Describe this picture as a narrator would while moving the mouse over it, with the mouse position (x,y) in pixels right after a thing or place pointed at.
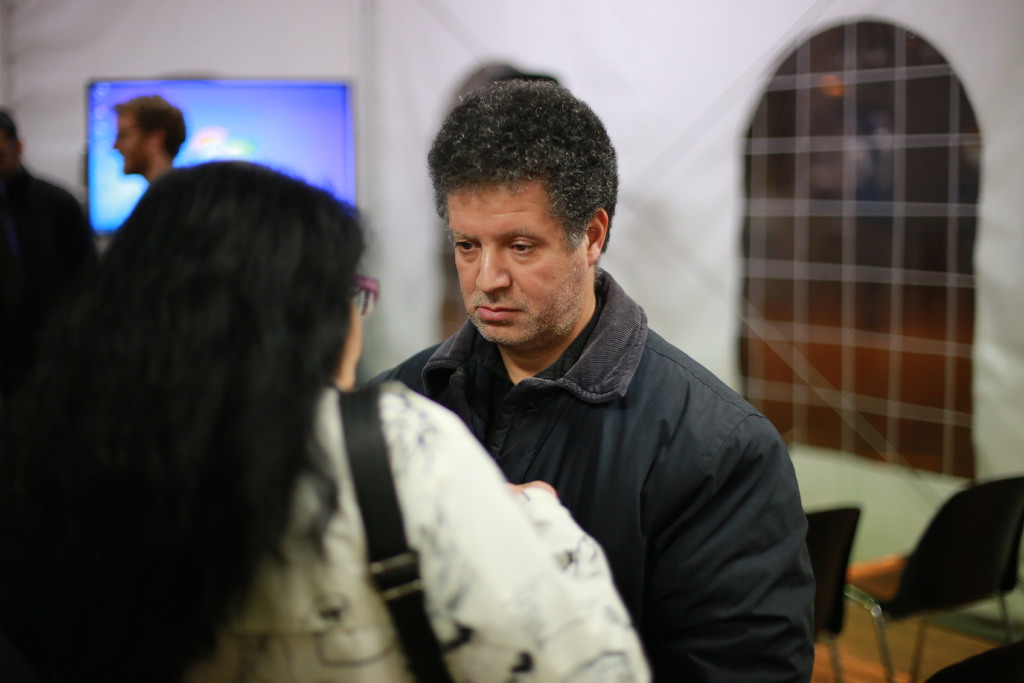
In this image we can see group of persons (364,547) standing in a room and in the background of the image (228,122) there is a screen (293,128), wall (384,160) and chairs (962,585).
